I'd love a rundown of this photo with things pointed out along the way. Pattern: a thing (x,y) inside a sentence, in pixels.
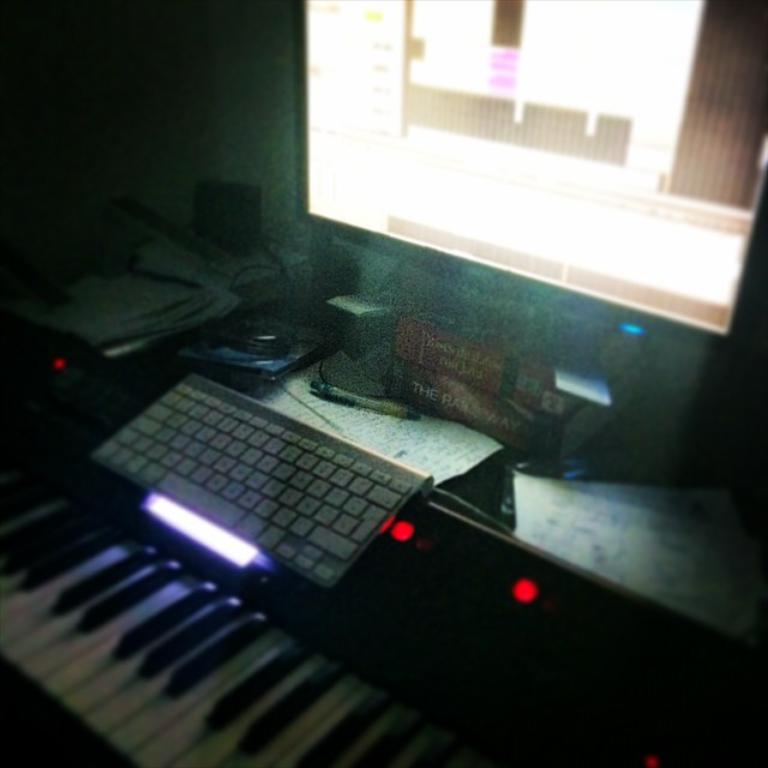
This picture is of inside. In the foreground (267,665) we can see a musical keyboard (230,708) and another keyboard (342,478), a monitor (555,147), a pen (399,406) and some papers (471,459) are placed on the top of the table (487,491) and in the background (220,107) we can see a wall (98,83).
